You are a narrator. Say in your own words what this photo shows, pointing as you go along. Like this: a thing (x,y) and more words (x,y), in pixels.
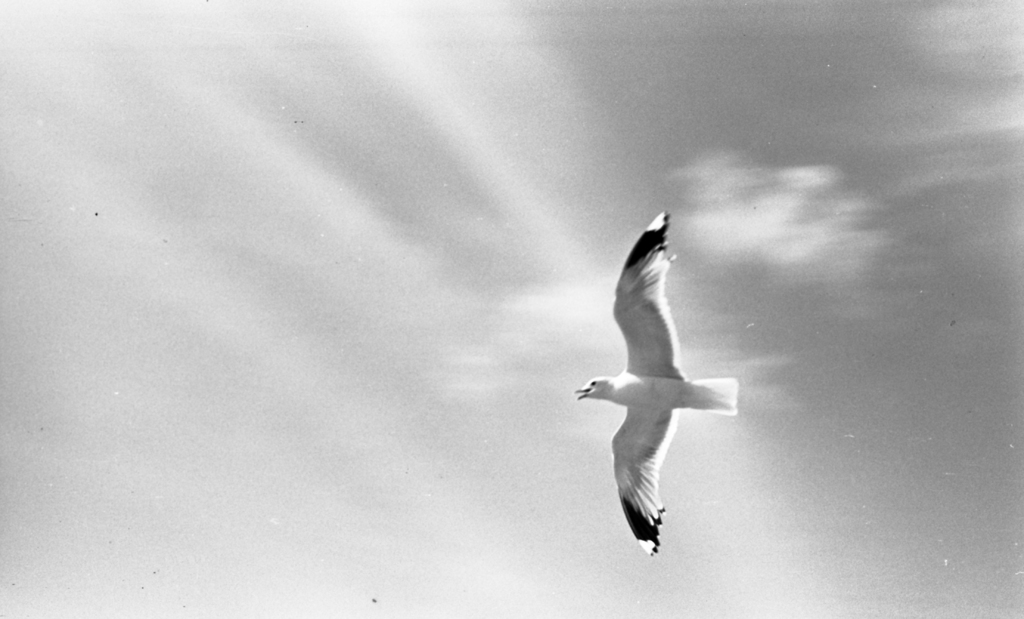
In this image there is a bird (657,295) flying in the sky (508,344).
